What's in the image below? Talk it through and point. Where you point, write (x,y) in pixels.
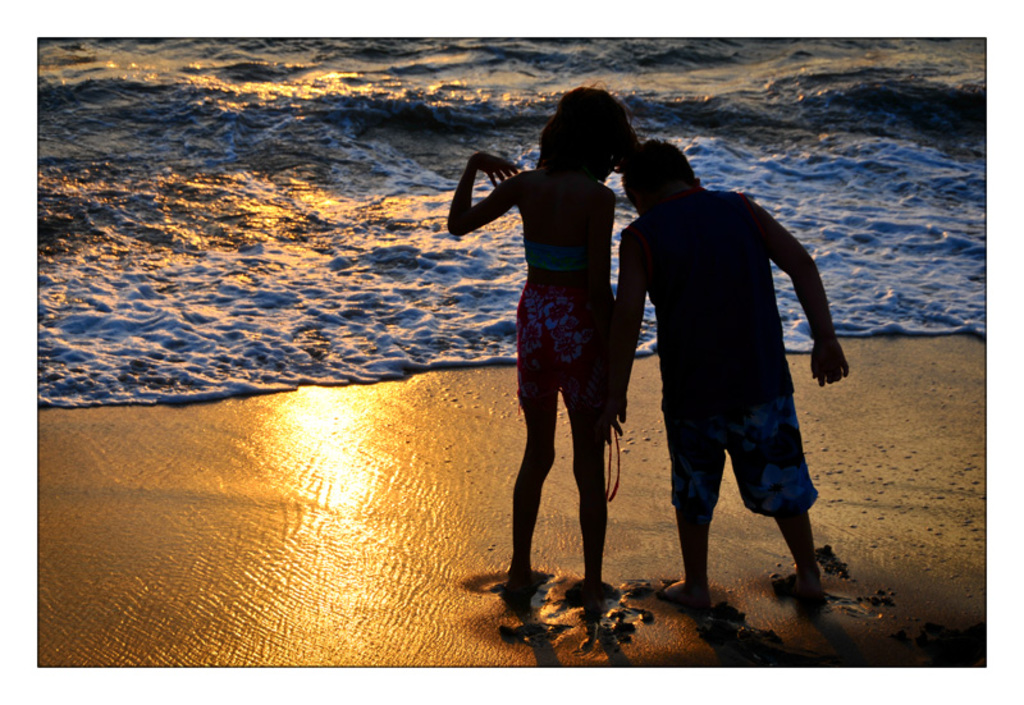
In this image I can see the sea (491,112), in front of the sea (227,174) I can see a boy (779,251) and girl (548,281) and a light focus (388,424) visible at the bottom (380,608).
